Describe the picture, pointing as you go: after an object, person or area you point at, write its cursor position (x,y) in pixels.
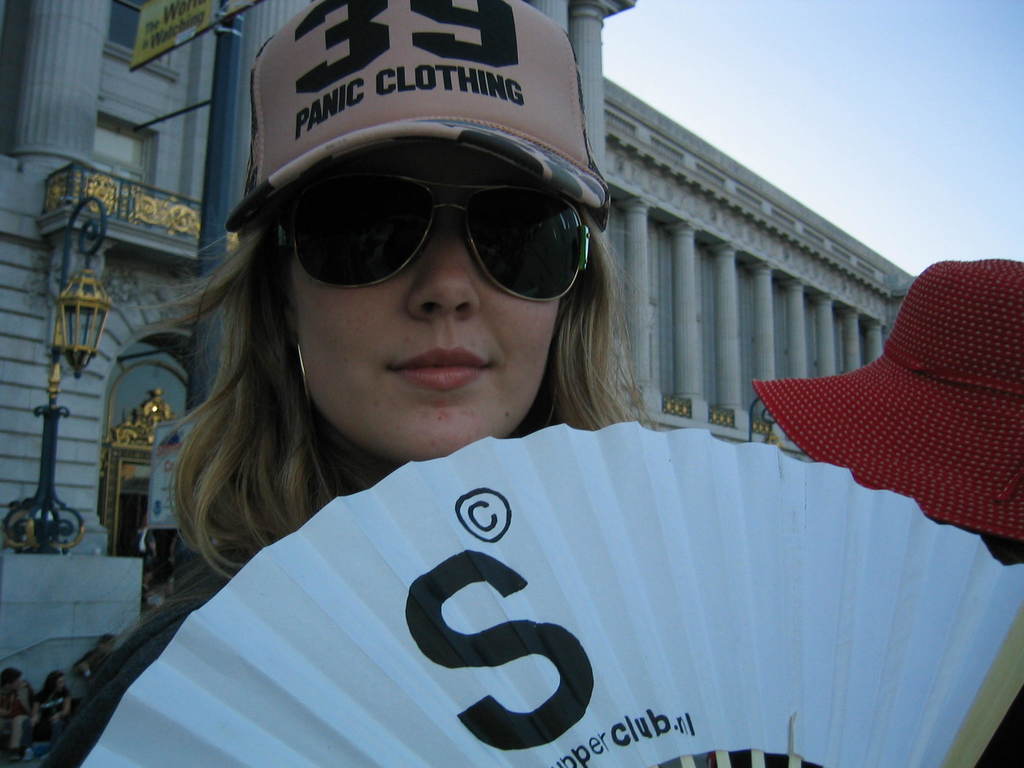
In this picture there is a woman (478,226) with goggles (558,276) and there is a person (847,438) with red hat (905,433). At the back (671,337) there is a building (181,282) and there is a light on the wall (76,477) and there are boards (148,49) on the pole (230,154) and there are group of people (147,551). At the top (925,104) there is sky (899,111).
